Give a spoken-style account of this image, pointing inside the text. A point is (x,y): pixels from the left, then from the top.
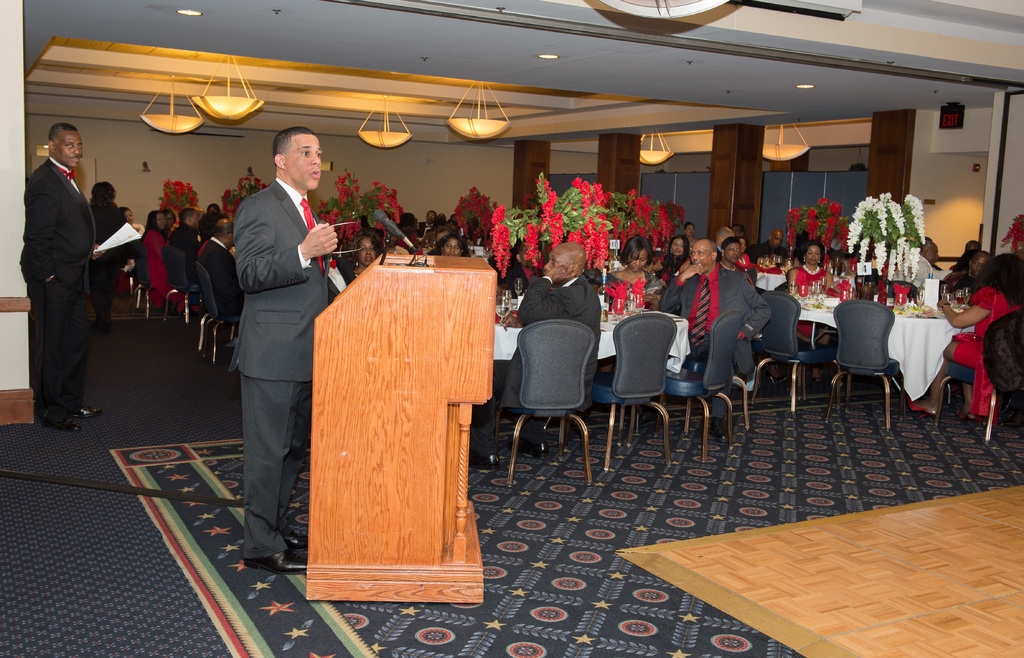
In the middle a person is standing and speaking into microphone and in the right (695,369) there are people (932,263) sitting on the chairs (777,307) around the dining table (679,344) there are lights (213,100) at the roof (248,119).
